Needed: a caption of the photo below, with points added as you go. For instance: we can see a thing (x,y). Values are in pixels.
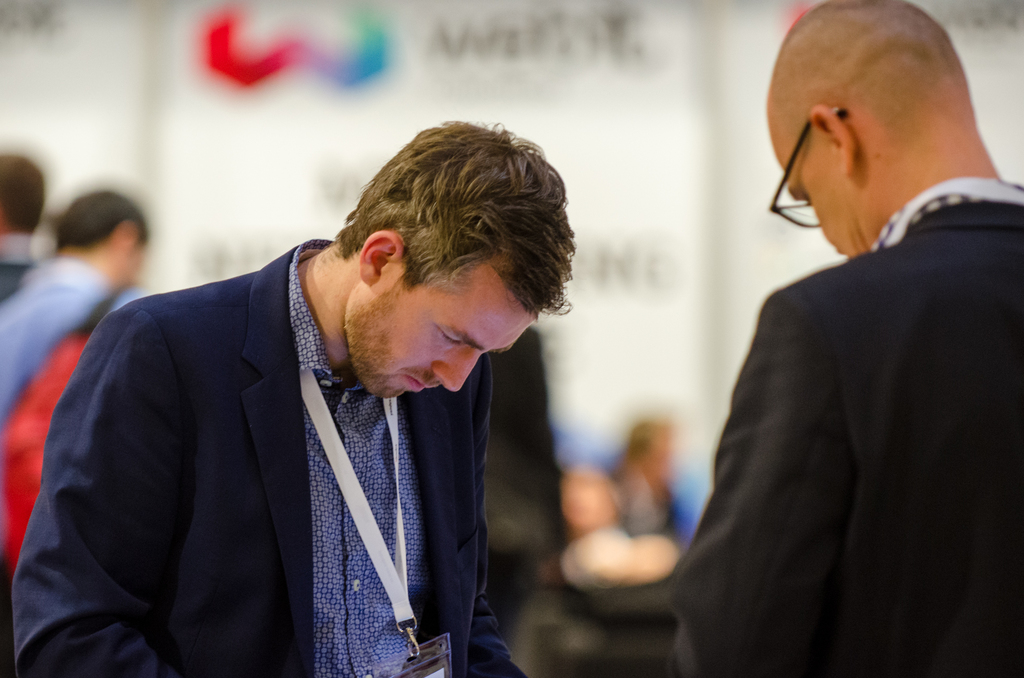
In the foreground of the picture (455,450) there are two men (375,415) wearing suits (898,324). In the background (114,218) there are people (74,229) and banners (649,107). The background (632,97) is blurred.
